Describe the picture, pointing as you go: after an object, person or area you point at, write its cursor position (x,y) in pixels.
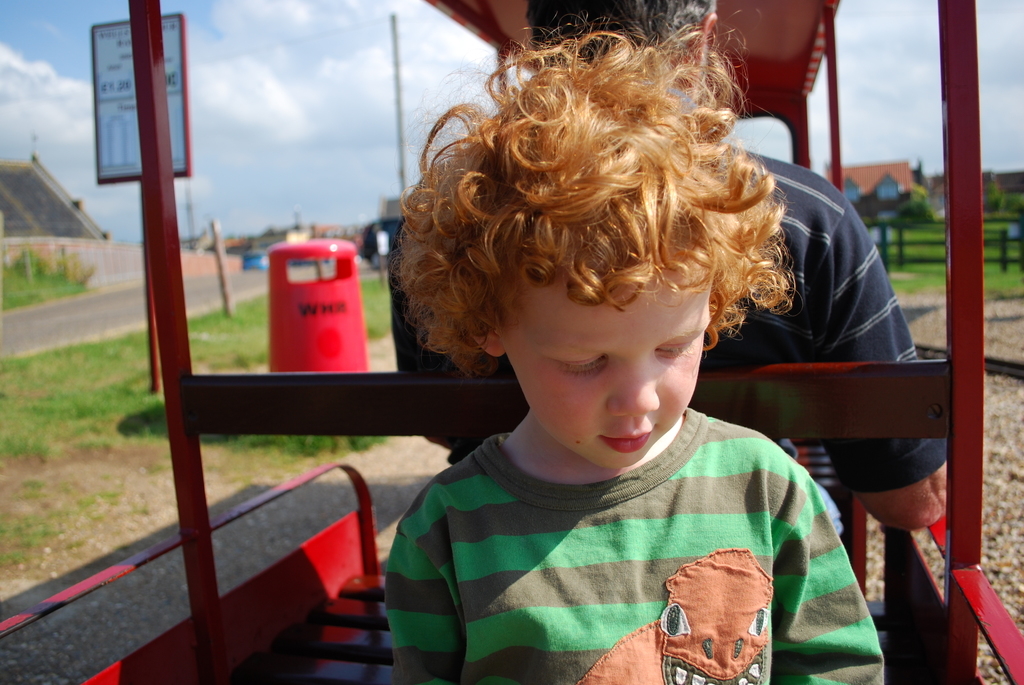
In this image in the foreground (461,370) there is a vehicle (456,432), and in the vehicle (209,600) there is one boy (648,460) and one person (753,321) sitting. And in the background (207,313) there are some poles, boards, houses (41,203), trees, grass (935,269), fence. And at the bottom (275,520) there is grass (6,390) and road (145,326), and at the top (293,62) there is sky (262,142).
